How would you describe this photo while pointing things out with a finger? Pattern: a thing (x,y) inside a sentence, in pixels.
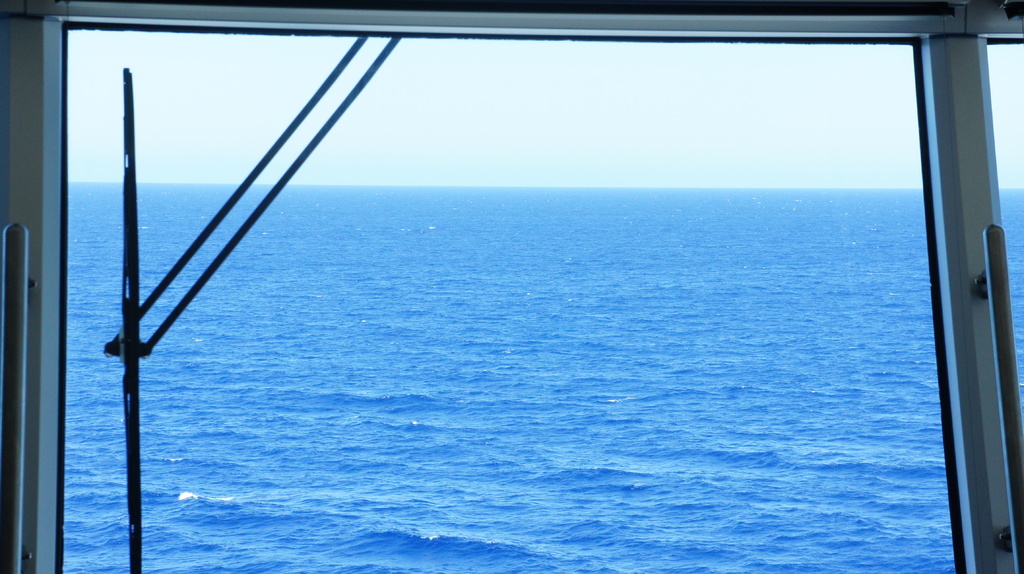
In this picture we can see a glass (789,225) in the front (525,205), from the glass (524,265) we can see water (525,301), on the left side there is a wiper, we can see the sky (569,100) in the background (550,96).
